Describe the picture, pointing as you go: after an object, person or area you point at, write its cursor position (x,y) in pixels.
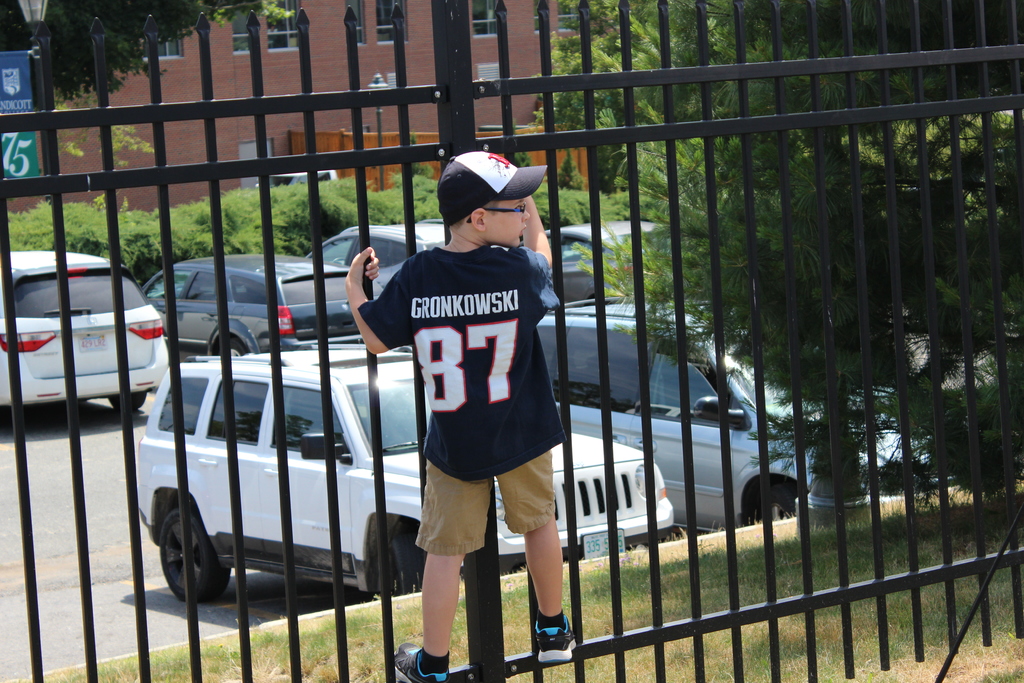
In this image I can see a boy (497,320) wearing a black color t-shirt (544,263) and wearing a black color cap (444,196), standing on the fence (805,480), through fence (233,430) I can see vehicles (406,380) parking on the road (147,549) and I can see the building (479,42) and trees (89,67) visible.
